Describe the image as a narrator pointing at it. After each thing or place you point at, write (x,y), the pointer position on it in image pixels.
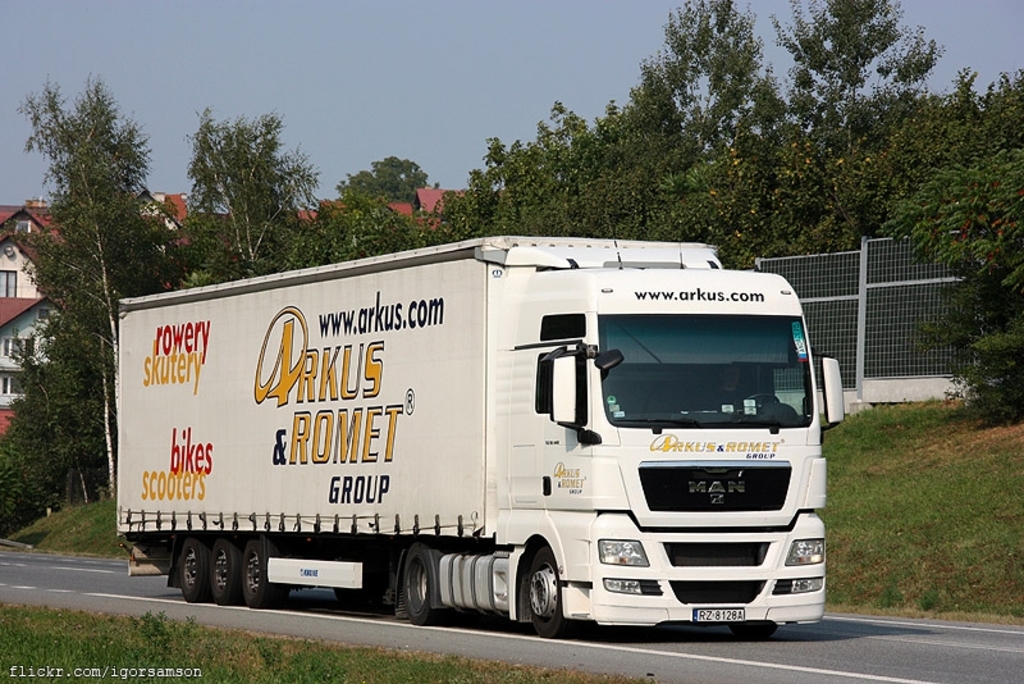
In this picture we can see a truck (393,525) on the road (601,635) and behind the truck (533,408) there is a fence (835,284), trees (113,239), houses (33,277) and a sky (511,43). On the image there is a watermark (160,671).
